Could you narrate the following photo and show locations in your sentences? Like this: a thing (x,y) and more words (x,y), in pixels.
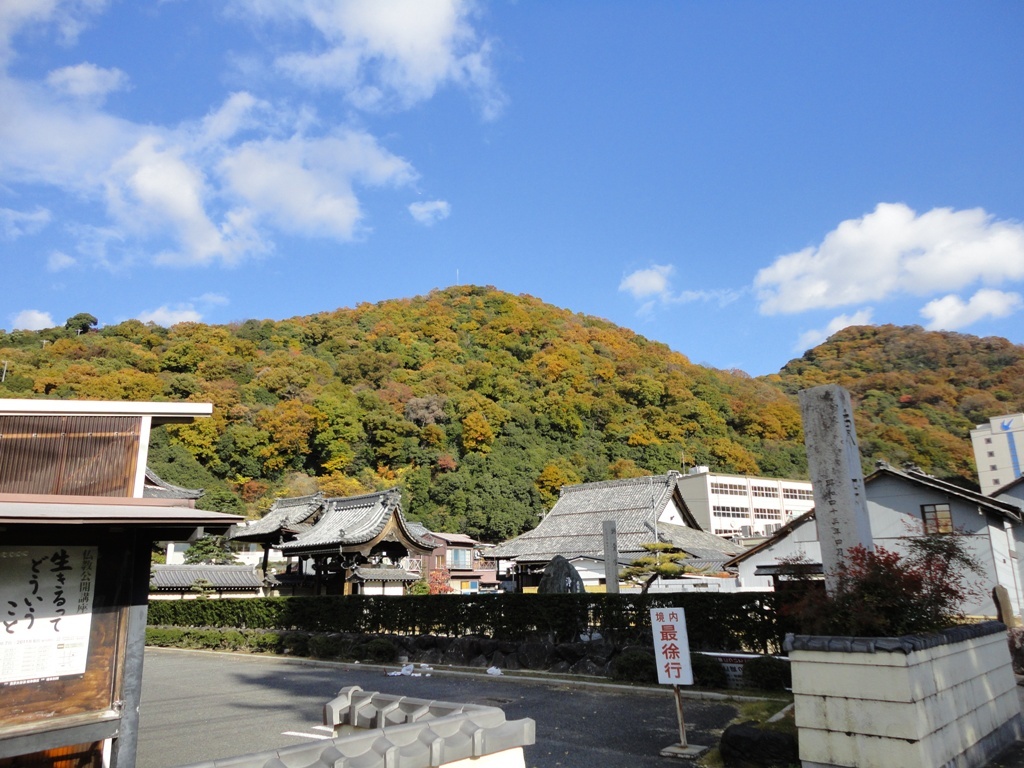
In this image, we can see trees (422,380), sheds (554,537), buildings (557,525), plants (477,612) and we can see a board (669,674) on the road (507,684). At the top (361,155), there are clouds (345,83) in the sky (326,251).
